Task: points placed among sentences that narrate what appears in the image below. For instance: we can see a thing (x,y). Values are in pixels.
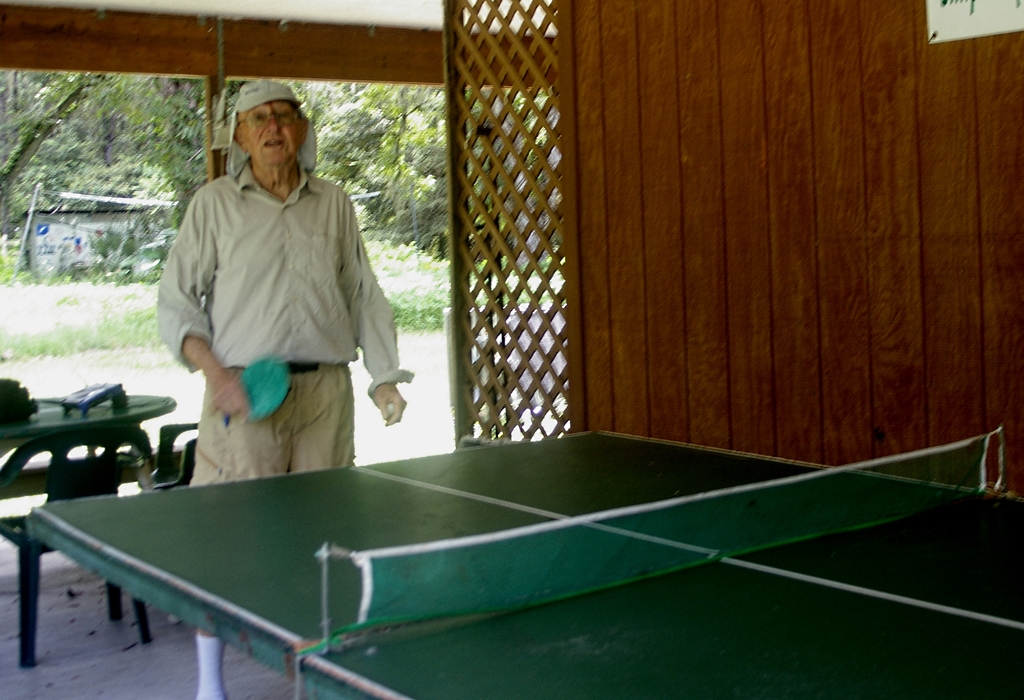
In this image there is one person (286,287) standing, and he is holding a bat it seems that he is playing table tennis. In front of him there is a table (571,632) and a net (523,568), and in the background (131,406) there are tables (140,406), chairs (97,462), wooden wall (584,262), trees (392,115), grass (425,313) and walkway (418,405). At the top of the image (394,58) there is a board (193,65) and there is a pipe (218,50).
